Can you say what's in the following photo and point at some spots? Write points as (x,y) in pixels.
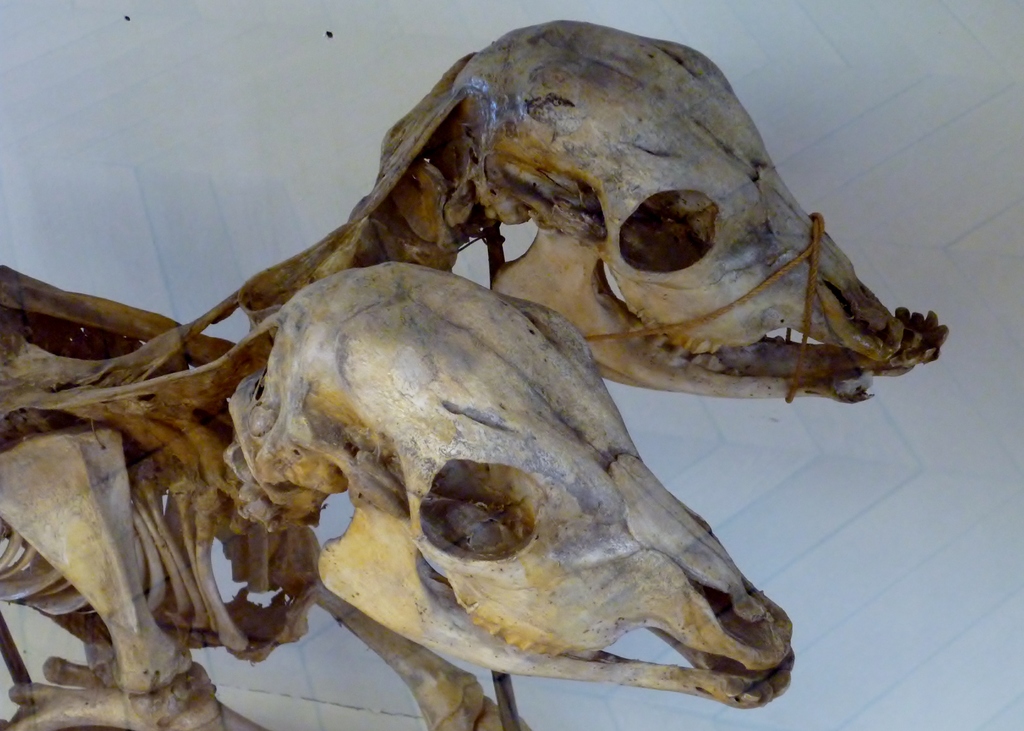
In this image I can see skeletons (474,440). The background of the image (236,113) is white in color.
